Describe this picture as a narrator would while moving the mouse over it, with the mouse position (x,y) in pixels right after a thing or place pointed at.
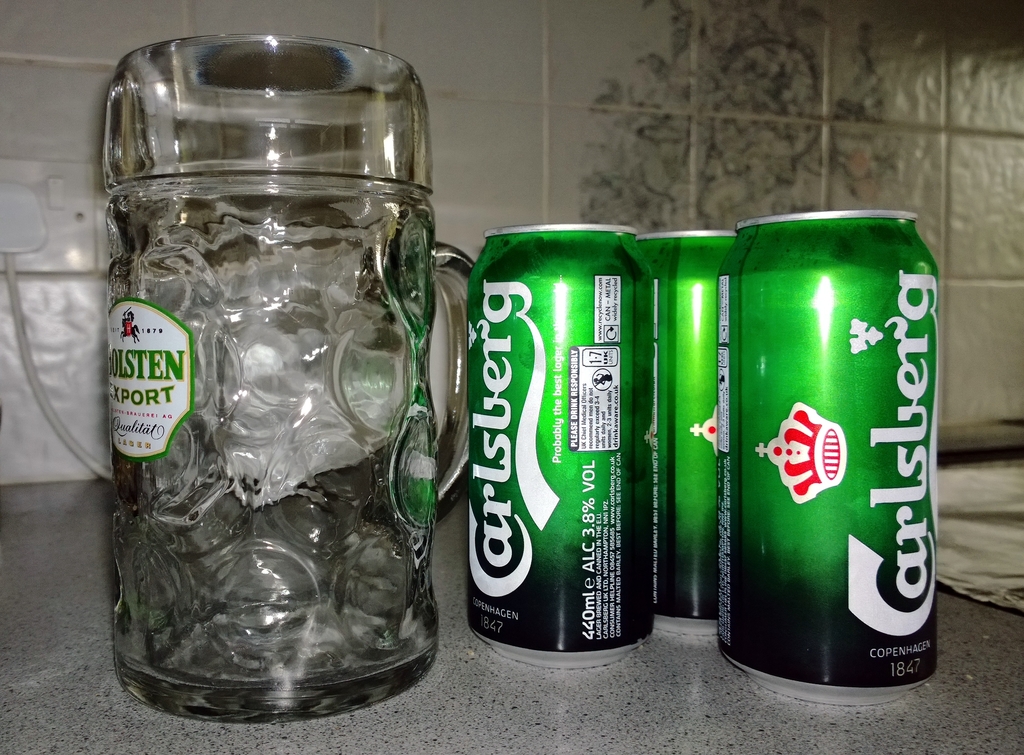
In the image there are beer tins (565,448) and a glass (128,456) kept on a countertop (680,685) and in the background (647,84) there are tiles (618,140).
